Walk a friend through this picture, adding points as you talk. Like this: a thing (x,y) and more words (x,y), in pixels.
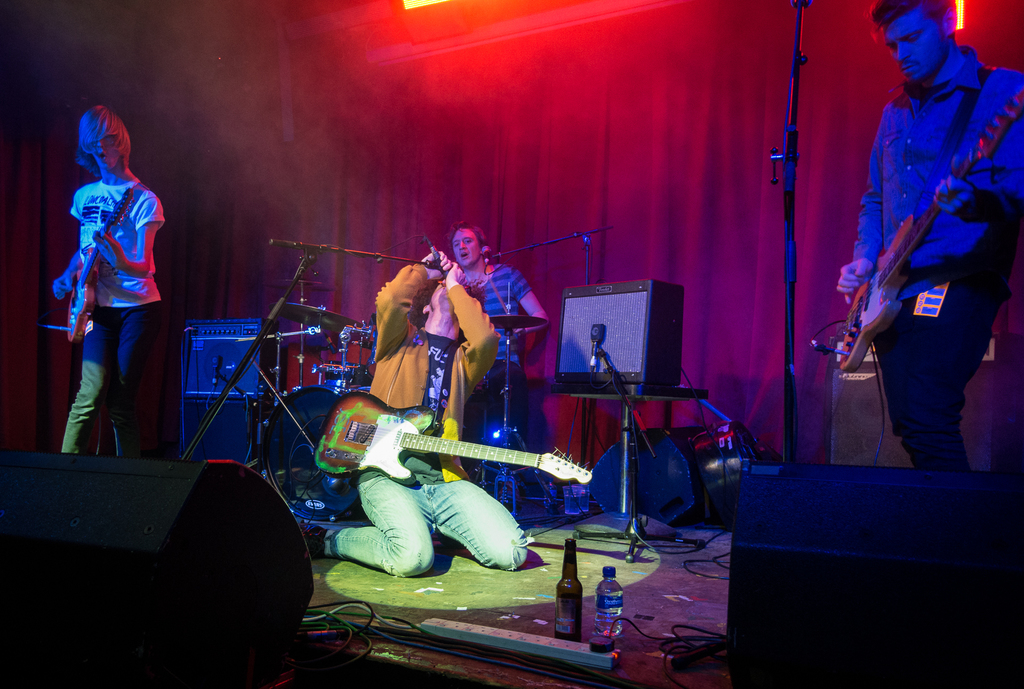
There are so many people (406,502) playing musical instruments (323,409) on stage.
